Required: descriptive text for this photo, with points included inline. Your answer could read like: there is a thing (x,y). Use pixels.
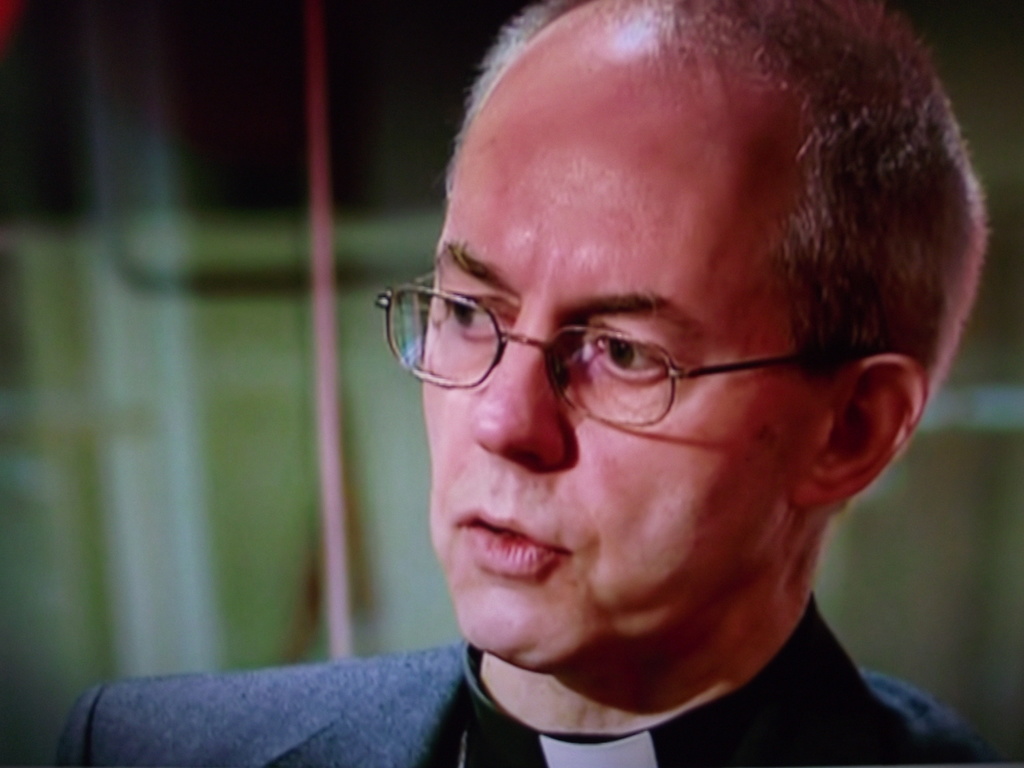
In the picture we can see a man (776,558) with a bald head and some hair (802,85) and he is in a grey blazer (108,764).
